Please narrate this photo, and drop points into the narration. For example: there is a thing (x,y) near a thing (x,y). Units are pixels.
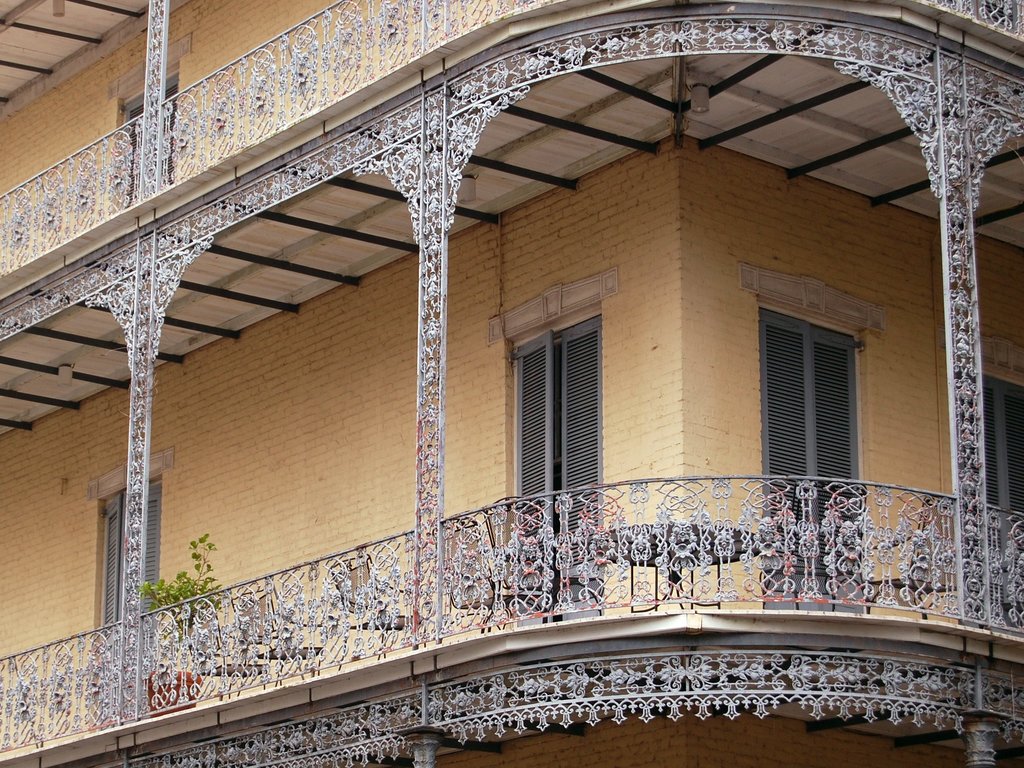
In this image I can see a building (603,600) with the doors (789,450). I can see a plant (216,583). At the top (475,180) I can see the lights (70,381).
